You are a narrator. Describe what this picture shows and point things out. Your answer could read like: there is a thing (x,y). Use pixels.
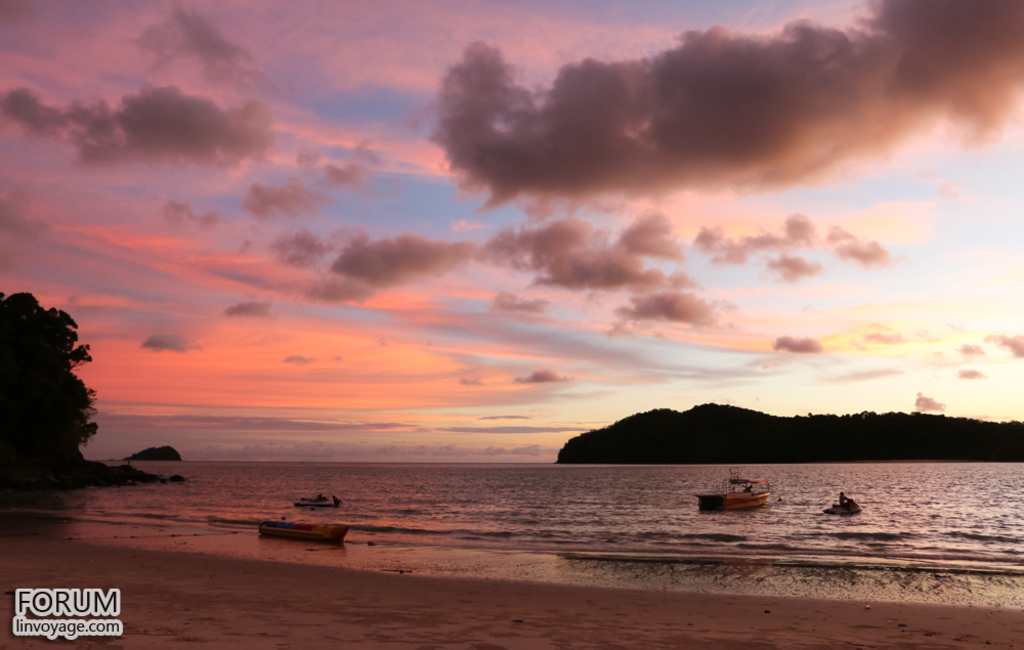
This is an outside view. At the bottom of the image (154,545) there is a beach (185,585). There are few boats (300,526) on the water (342,489). On the right side (877,436) there is a hill (783,436). On the left side (49,377), I can see few trees (49,362). At the top of the image (363,179) I can see the sky (390,175) and clouds (588,149).
